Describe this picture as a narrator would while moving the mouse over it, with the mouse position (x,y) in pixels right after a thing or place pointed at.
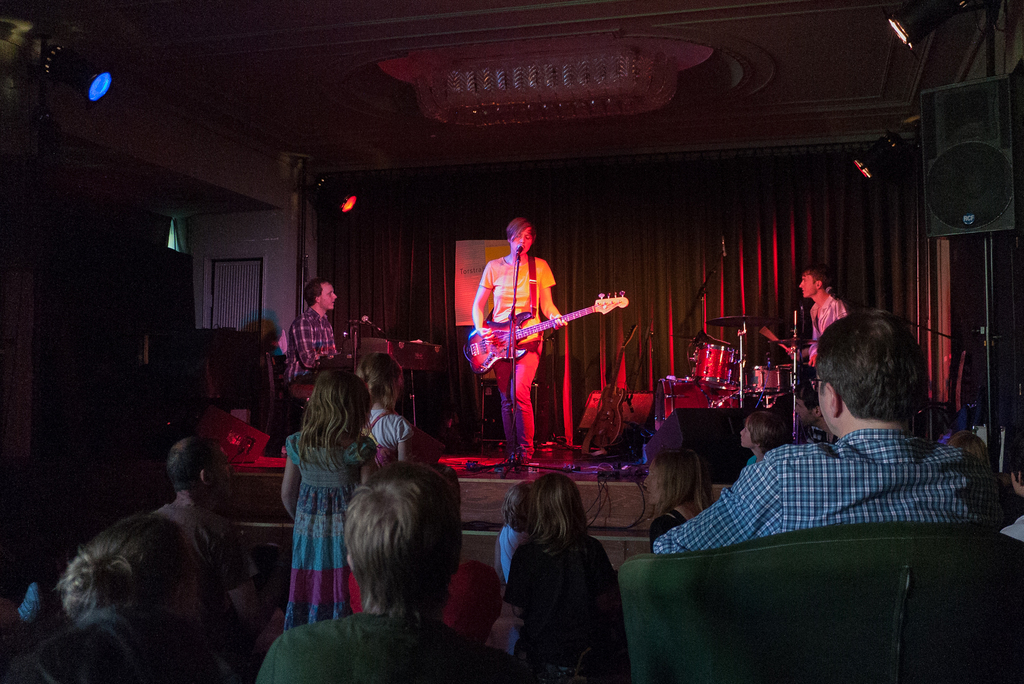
In this image there are group of people (390,514). The man (509,410) is standing and holding a guitar (523,334).
